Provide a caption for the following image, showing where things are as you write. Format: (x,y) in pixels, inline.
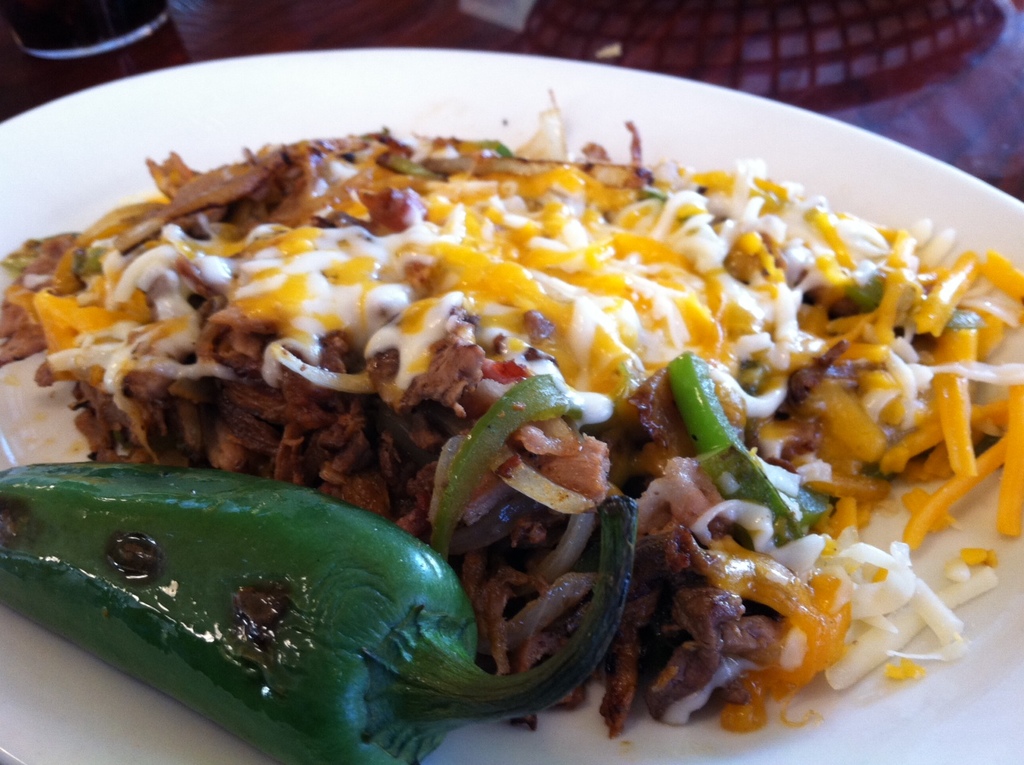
In the foreground (449,418) I can see food items (460,572) in a plate (198,69), glass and some object (784,66) may be kept on the table (964,76). This image is taken may be in a room.
